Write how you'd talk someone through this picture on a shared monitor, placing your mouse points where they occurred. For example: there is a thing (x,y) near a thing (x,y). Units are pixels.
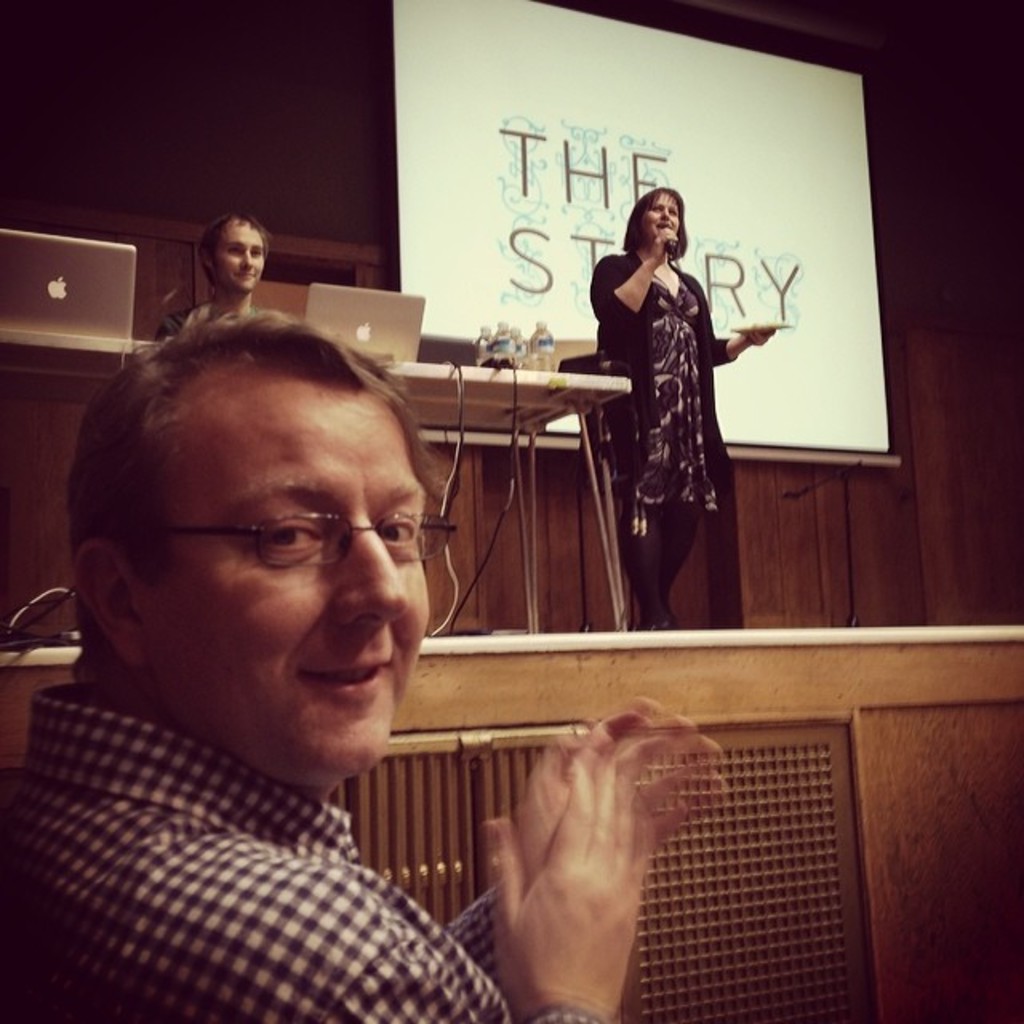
There is one man (251,685) at the bottom of this image (308,882), and there is one woman (659,392) standing on the stage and holding a Mic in the middle of this image (659,428), and there is one person (235,292) sitting on the left side of this image (252,278). There are two laptops (398,333) and some bottles (523,348) are kept on a table (414,372) in the middle of this image (374,350), and there a wooden wall (466,468) in the background (814,506). We can see there is a screen (565,267) at the top of this image (624,212).
